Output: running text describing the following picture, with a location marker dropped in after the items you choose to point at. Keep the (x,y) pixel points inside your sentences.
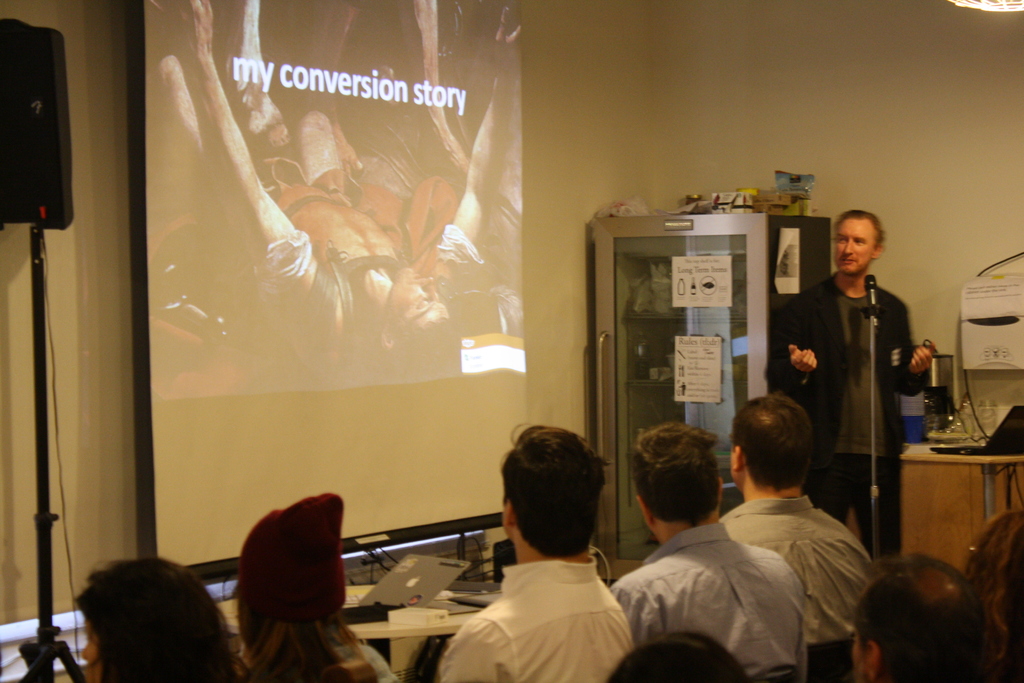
In this image we can see these people (574,589) are sitting on the chairs (835,678) and this person (812,407) is standing in front of the mic stand (873,480). Here we can see a laptop (379,585) and a few things (478,592) placed on the table (369,628). Here we can see another laptop (1009,441) and a machine (930,382) are kept on the wooden table (1001,458), the speaker (3,106) kept on the stand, projector screen (161,358) on the wall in which we can see a person (298,202) lying and edited text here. In the background (612,255), we can see a machine (642,400) with glass door (623,257) in which a few things (630,306) are kept and we can see papers (702,299) on it.
